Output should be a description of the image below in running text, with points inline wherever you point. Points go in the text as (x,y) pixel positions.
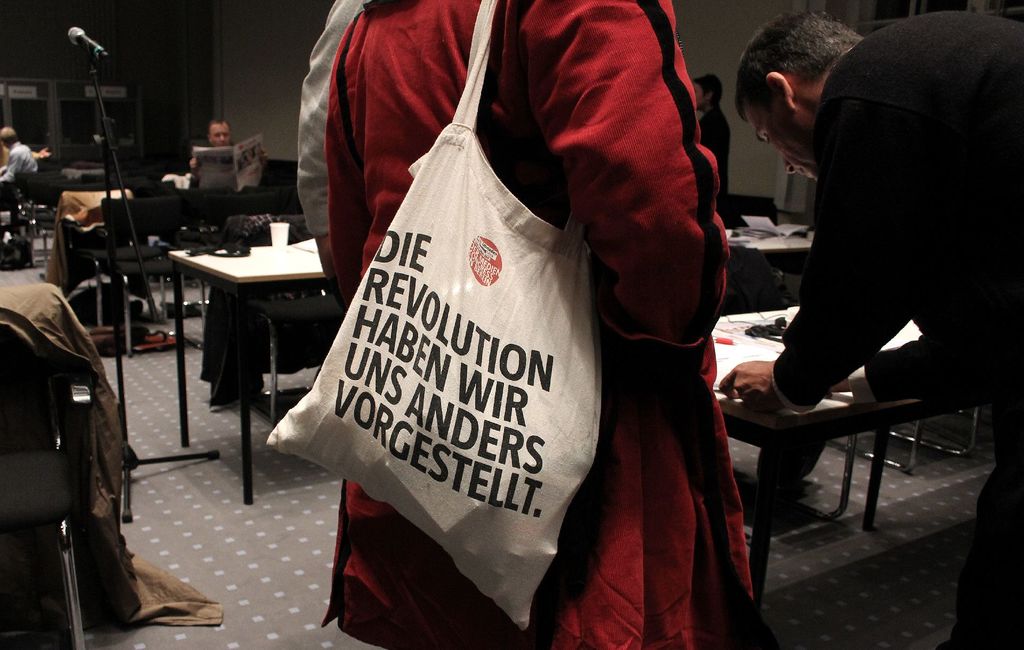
Few persons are sitting and few persons (949,177) are standing, this person (454,69) wear bag (473,73) and this person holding paper (222,168). We can see chairs (275,188) and tables (281,266) on the floor (234,513), on the table (267,269) we can see papers (721,346), book (752,230), glass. There is a microphone (86,44) with stand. on the background (703,13) we can see wall (683,17).
